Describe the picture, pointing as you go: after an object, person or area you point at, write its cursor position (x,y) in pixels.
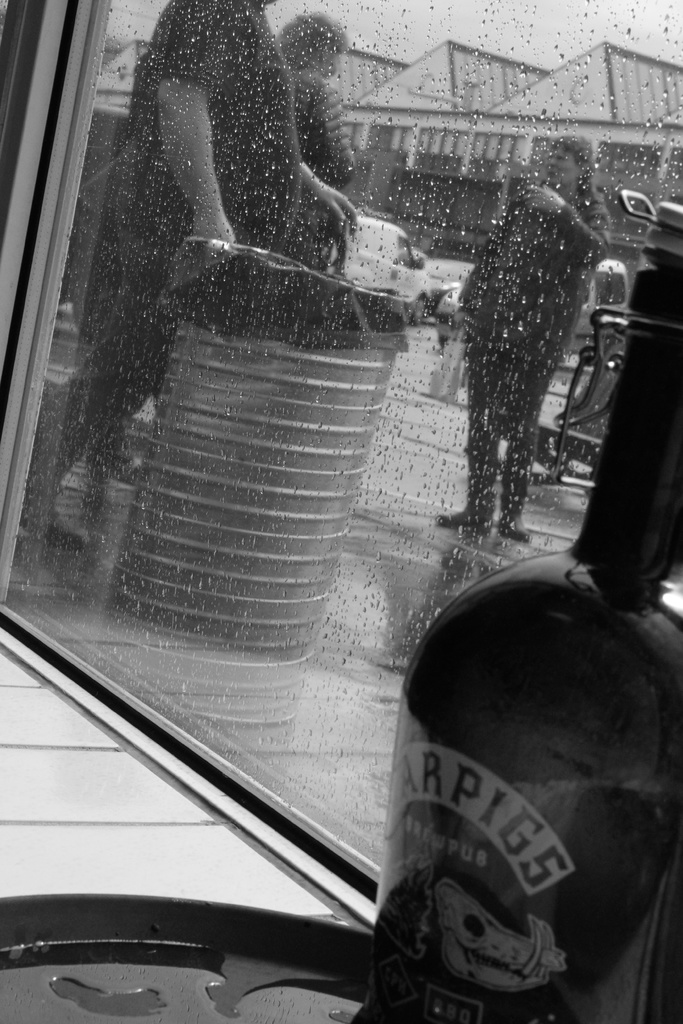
There is a bottle (436,753) on the right side of the image (533,636) on a table (194,971) and there is a glass window (284,392) in the center of the image (354,496), there are people (472,427), vehicles (405,268), houses (624,52), and a barrel (329,396) outside the window (431,330).
